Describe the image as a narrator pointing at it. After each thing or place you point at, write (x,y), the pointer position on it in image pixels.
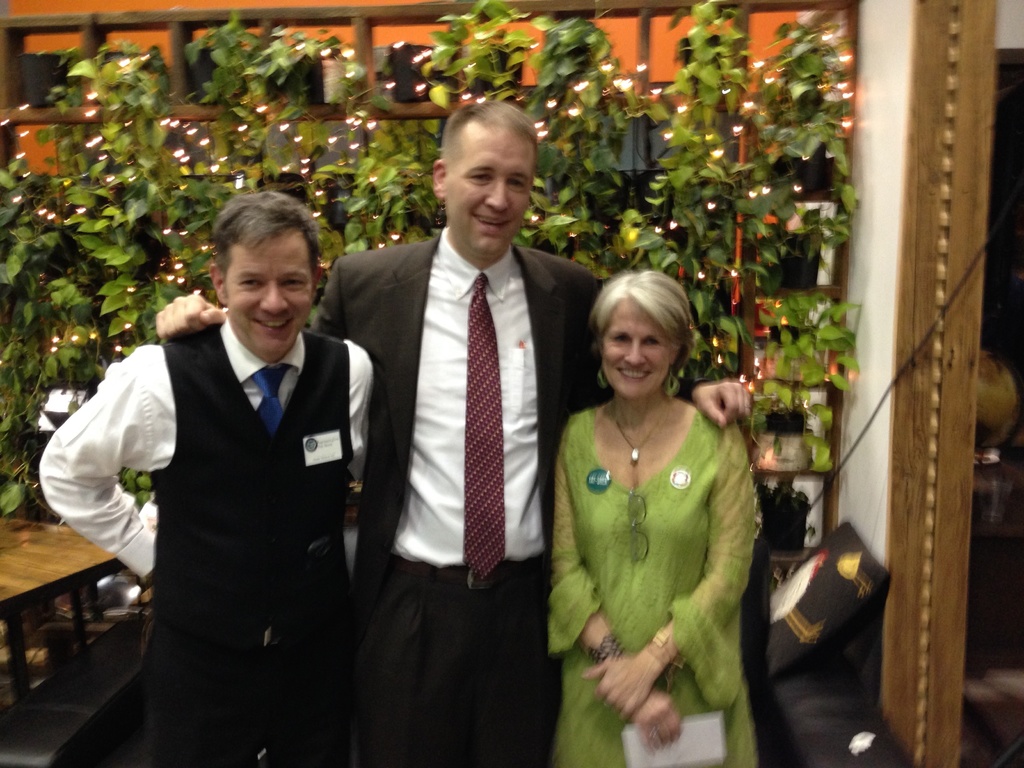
There are people (543,471) standing and smiling and she is holding a paper (686,746). In the background (839,573) we can see table (57,552), pillow (785,586), cable (863,428), wall (866,374), house plants (145,112) and lights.
